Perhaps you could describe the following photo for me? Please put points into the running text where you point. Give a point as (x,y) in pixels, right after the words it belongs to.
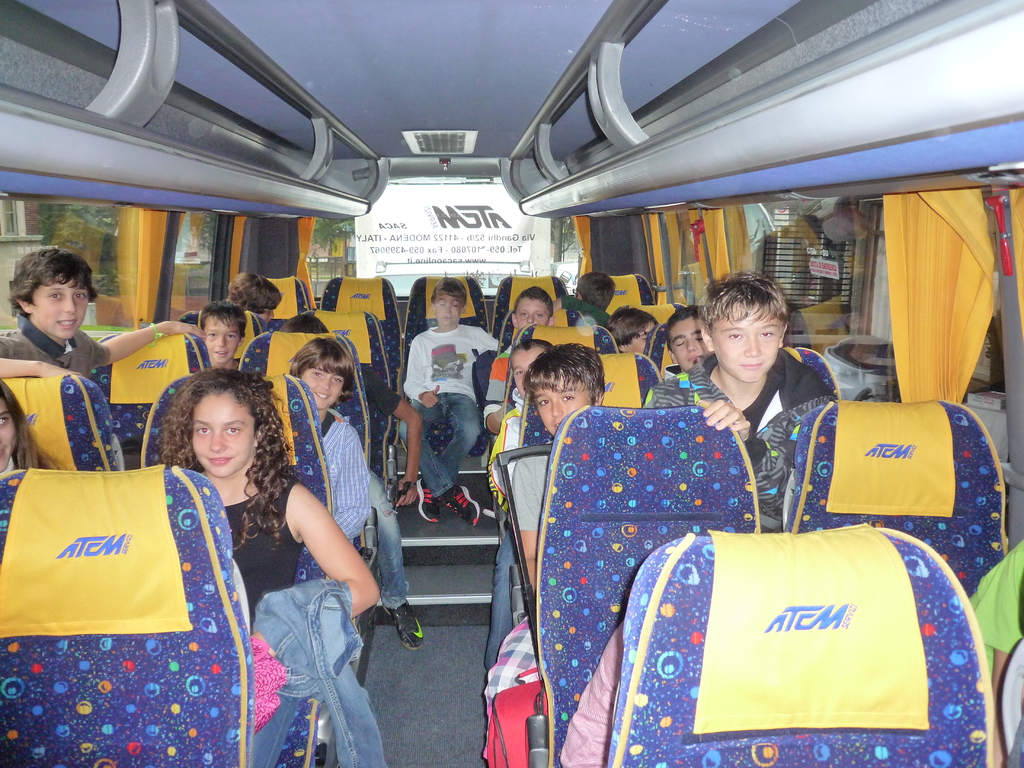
In this image I can see few people (670,402) are sitting on the seats (711,459). I can see windows (864,255) and yellow color curtains (895,256).
